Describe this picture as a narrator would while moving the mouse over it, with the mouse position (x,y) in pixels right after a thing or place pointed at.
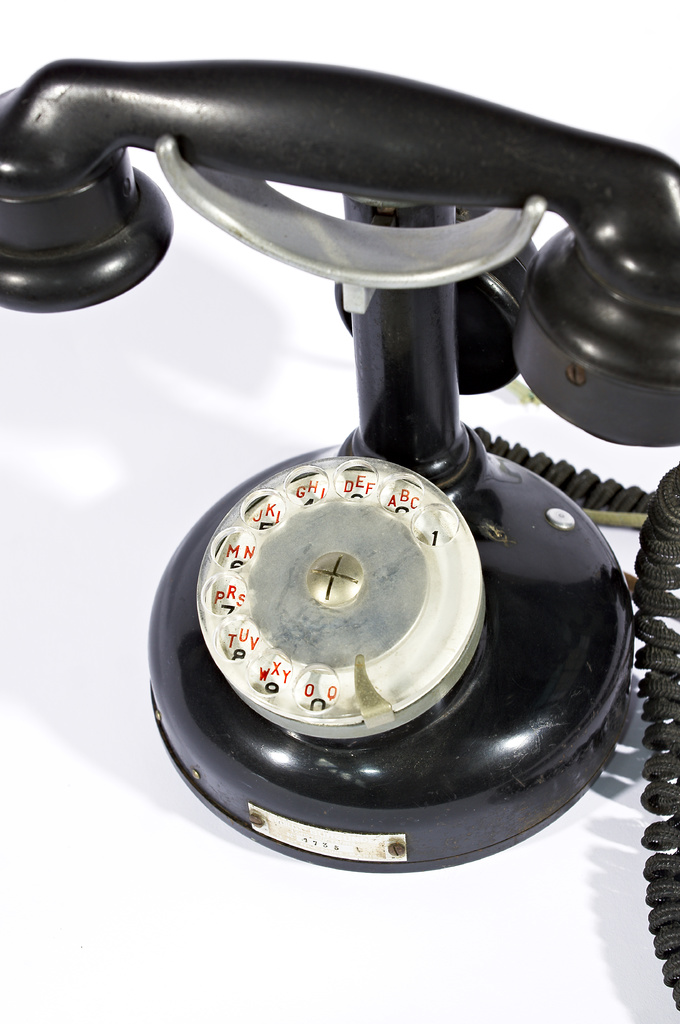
In this image, we can see a black color telephone (413,822) kept on the white color object (121,776).
